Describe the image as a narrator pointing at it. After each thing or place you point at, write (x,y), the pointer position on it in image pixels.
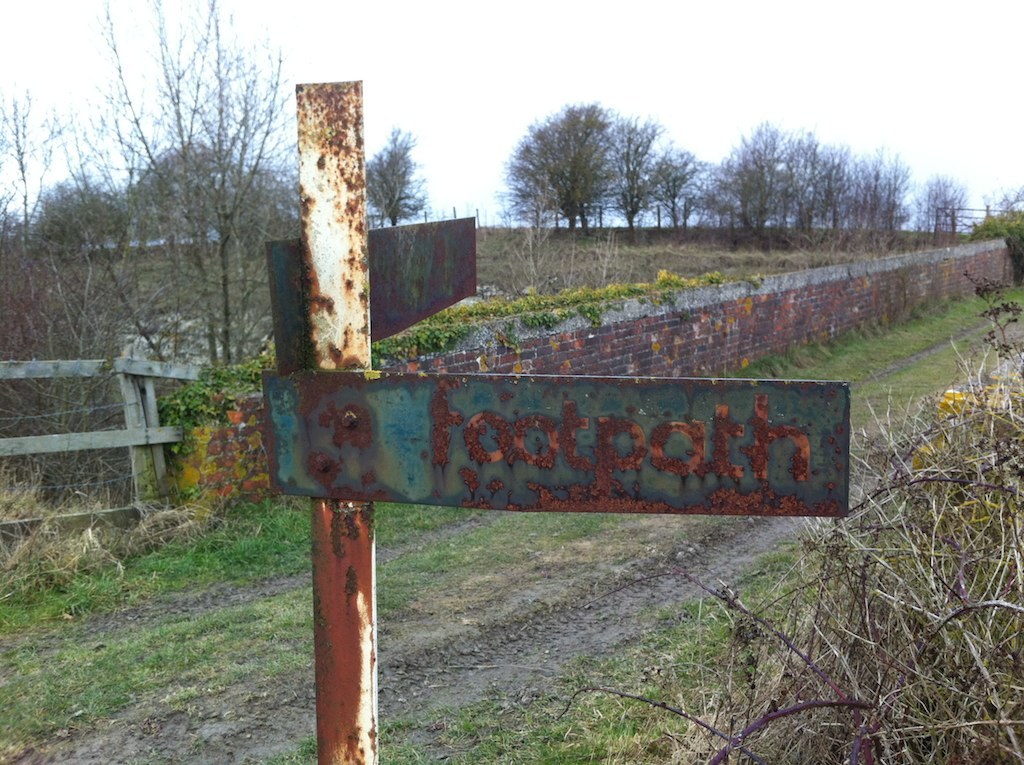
In this picture we can see a pole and a board (411,440) in the front (465,447), at the bottom (478,710) there is grass (428,583), on the left side (134,456) there is fencing (73,456), we can see a wall (751,328) in the middle (675,348), in the background (784,181) there are some trees (771,178), we can see the sky (720,47) at the top of the picture (731,41).
